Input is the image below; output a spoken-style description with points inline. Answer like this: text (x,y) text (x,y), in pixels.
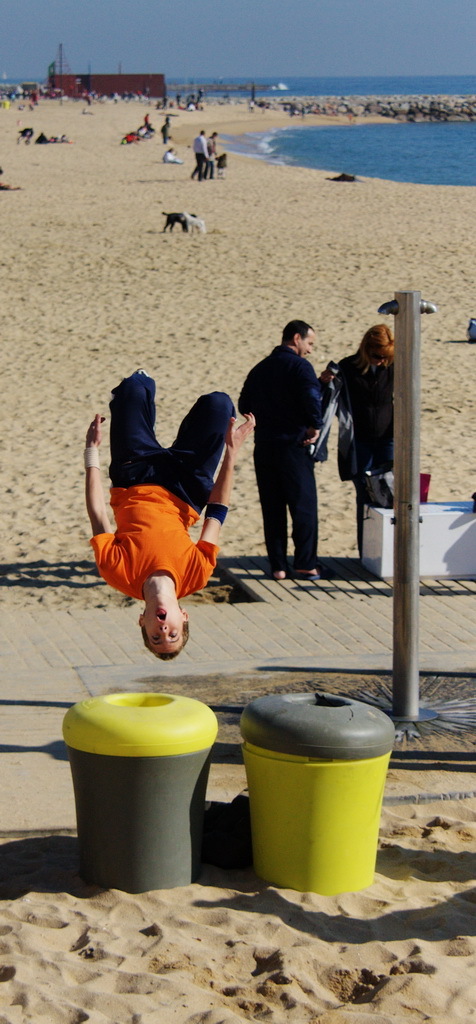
In this image I can see few people (289,392) on the sand (175,296). I can see one person (190,518) is flying in the air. These people (124,448) are wearing the different color dresses (103,551). To the side of these people (211,152) I can see the blue color water (359,159). In the back (178,155) there are few more people (203,155) and the blue sky (151,55).
